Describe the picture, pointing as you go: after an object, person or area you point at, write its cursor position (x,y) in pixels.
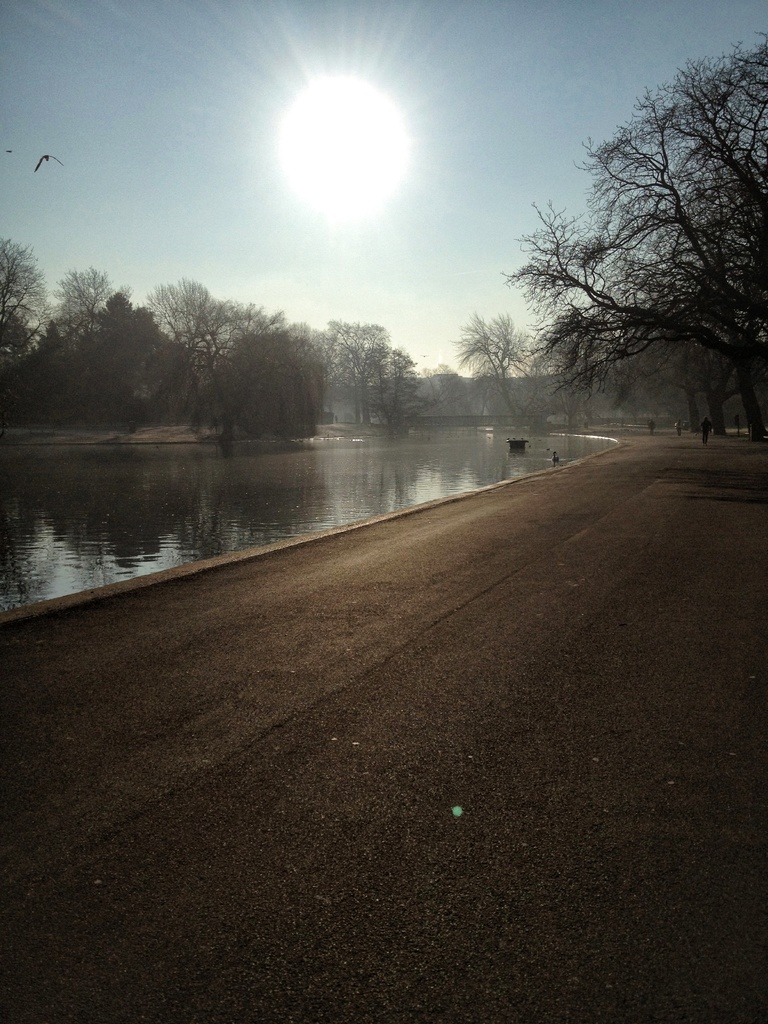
In the image we can see the sky (506,190), sun (377,102), trees (635,262), water body (186,487), few people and a road (574,588).
